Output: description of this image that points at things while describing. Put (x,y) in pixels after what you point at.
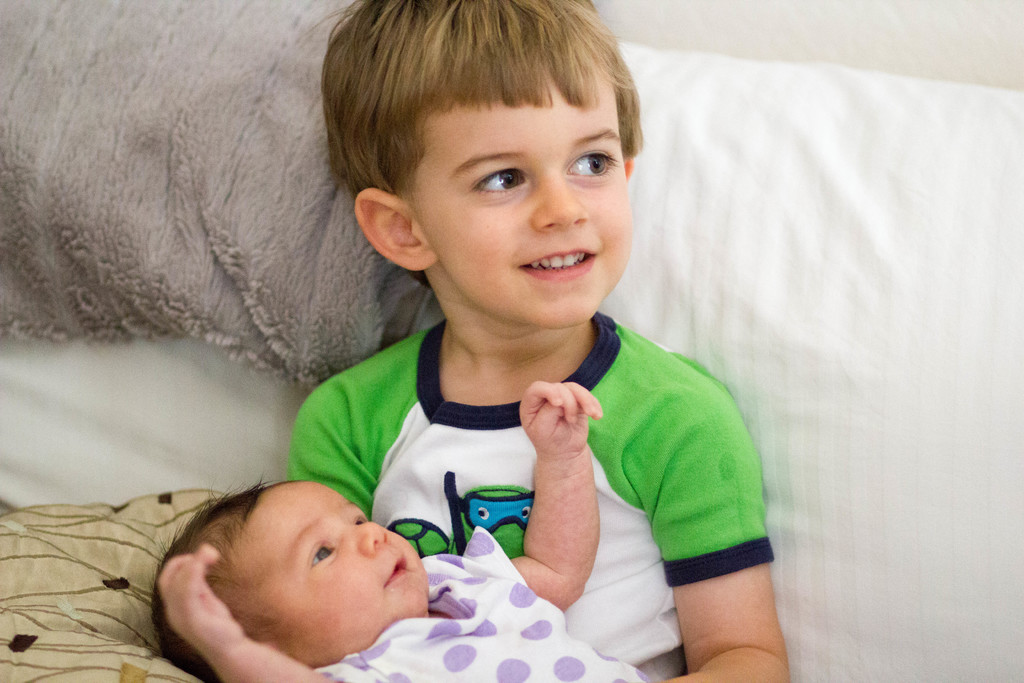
In this image I can see a boy (363,413) in green t shirt (424,448) and a baby (500,551) in white dress (479,618). I can also see smile (538,277) on his face (572,246).
